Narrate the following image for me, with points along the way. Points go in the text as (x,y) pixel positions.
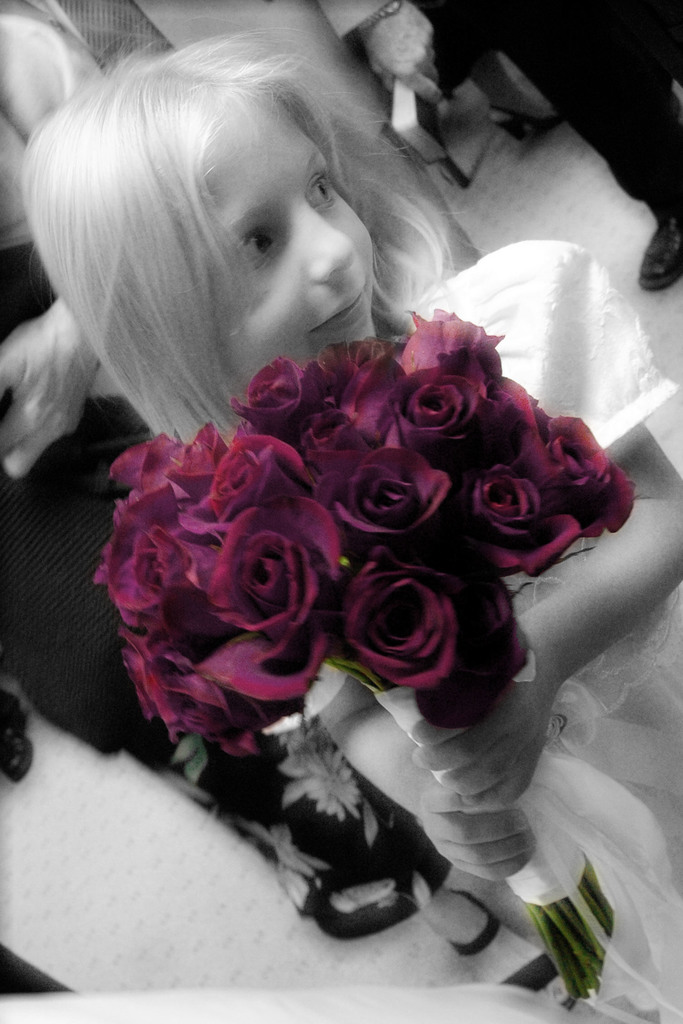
This image is taken indoors. At the bottom of the image (204,899) there is a floor (177,927). On the right side of the image (565,367) a girl (630,889) is standing on the floor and she is holding a bouquet (271,440) with beautiful red roses (349,586) in her hands (485,773). In the background (108,695) there are a few people (298,778).
